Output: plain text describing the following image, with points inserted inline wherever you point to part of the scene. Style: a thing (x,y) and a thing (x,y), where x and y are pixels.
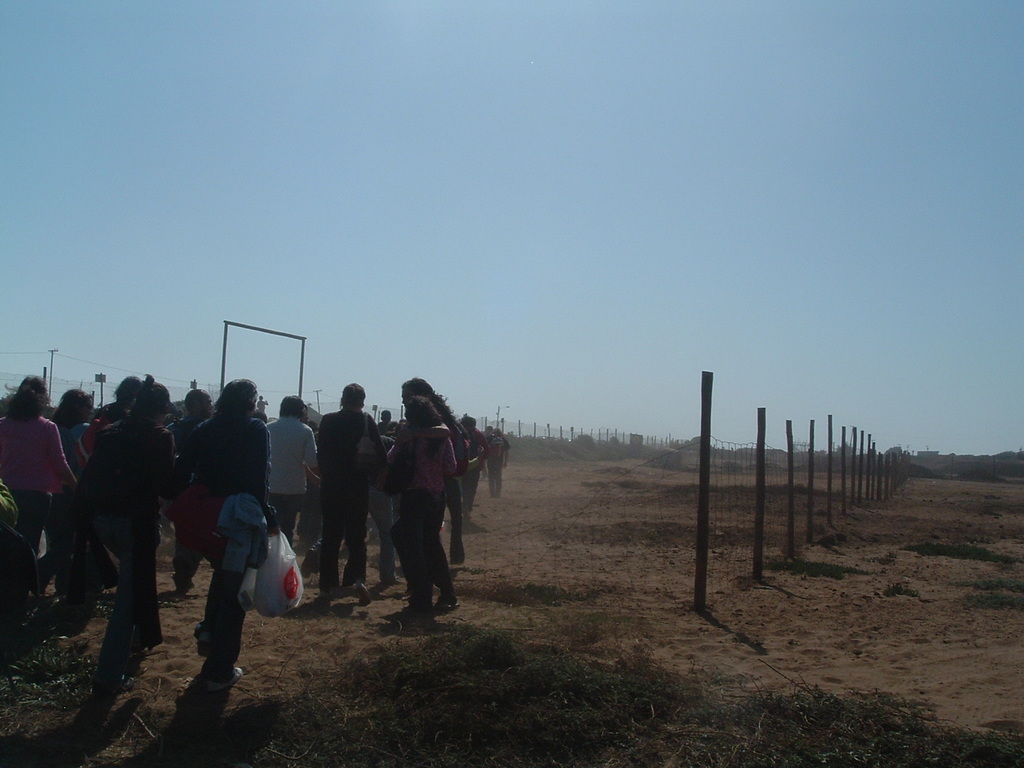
In this pictures we can see people (31,489), grass (459,667), fence (843,490), plastic covers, and poles (241,325). In the background (758,264) there is sky (811,228).
